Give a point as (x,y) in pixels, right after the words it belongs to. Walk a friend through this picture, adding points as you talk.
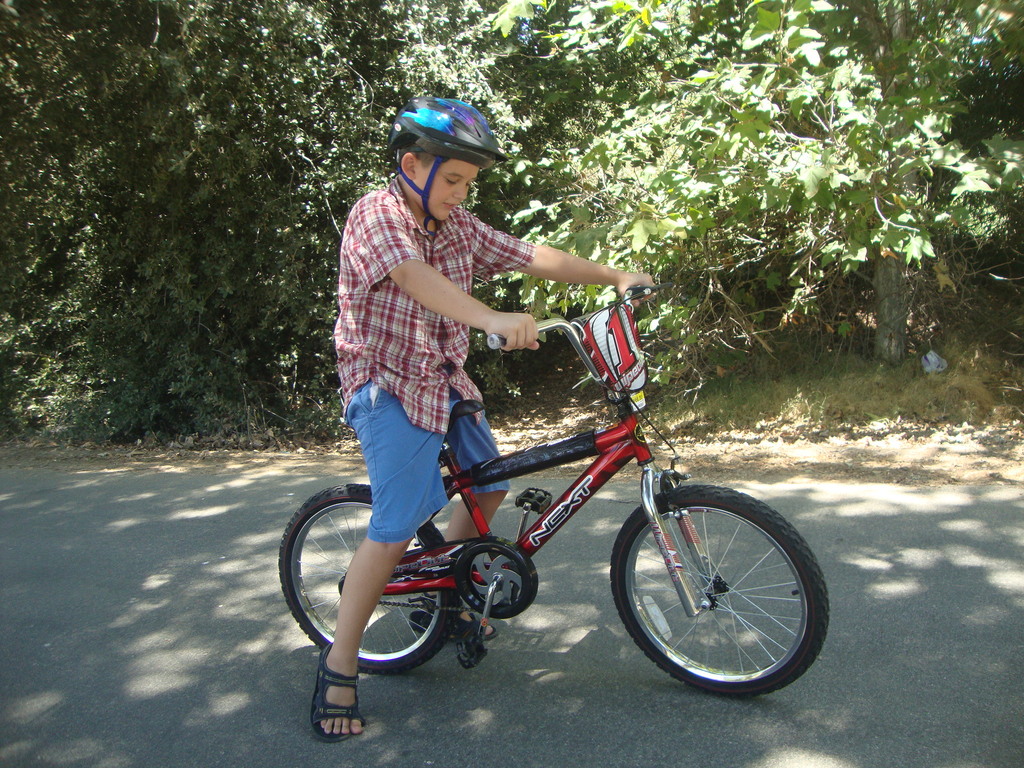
In this image i can see a boy (383,270) wearing a helmet (405,150) on bicycle (487,527). In the background (694,248) i can see trees (368,155).
